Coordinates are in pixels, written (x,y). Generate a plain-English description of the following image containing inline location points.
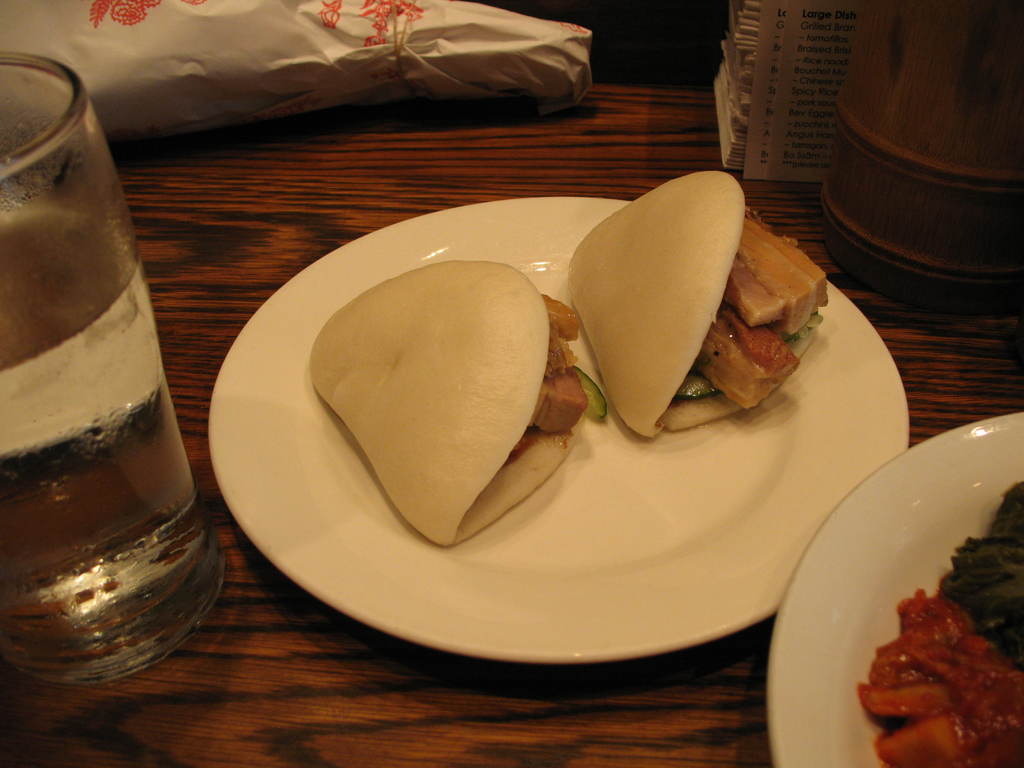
This image consists of sandwiches (569,414) and salad (931,710) kept in the plates (652,557). On the left (83,474), there is a glass (73,586). At the bottom (130,715), there is a table (69,716) which is made up of wood (62,704). In the background (811,77), we can see a paper roll (495,96) and cards (803,17).
